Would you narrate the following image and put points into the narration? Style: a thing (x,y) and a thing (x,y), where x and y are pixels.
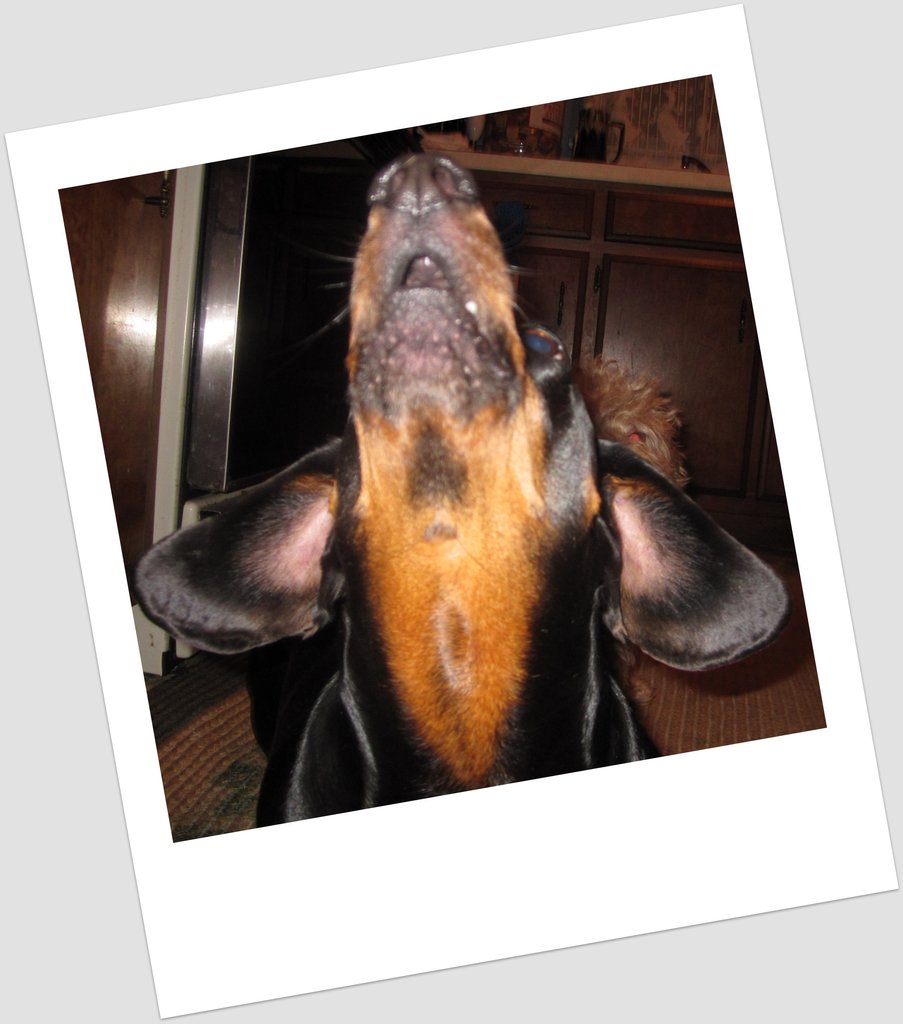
In this picture we can see photograph of a dog's face (544,530), in the background (536,297) there are cupboards (567,239).
